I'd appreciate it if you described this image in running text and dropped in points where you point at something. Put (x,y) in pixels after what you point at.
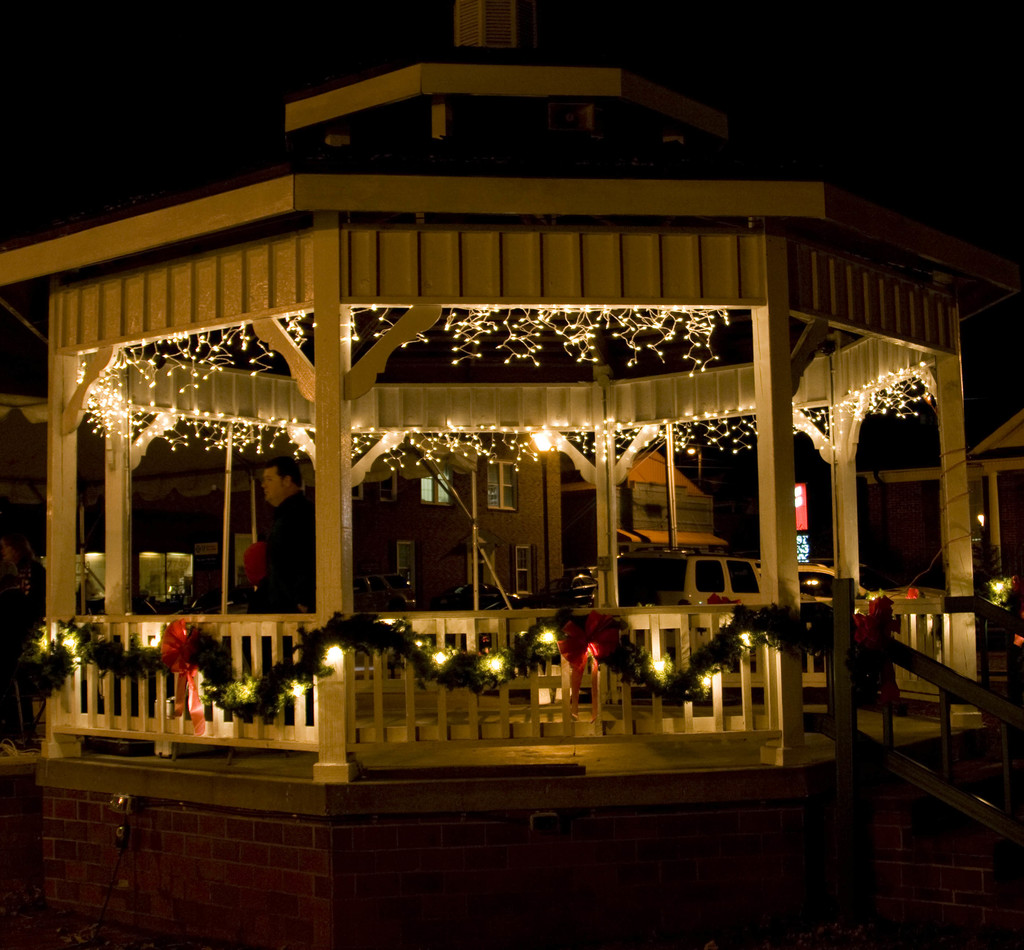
In this picture I can observe gazebo (383,187). There is some lighting (234,362) in the gazebo (332,504). In the background (378,511) there are houses (438,528).
